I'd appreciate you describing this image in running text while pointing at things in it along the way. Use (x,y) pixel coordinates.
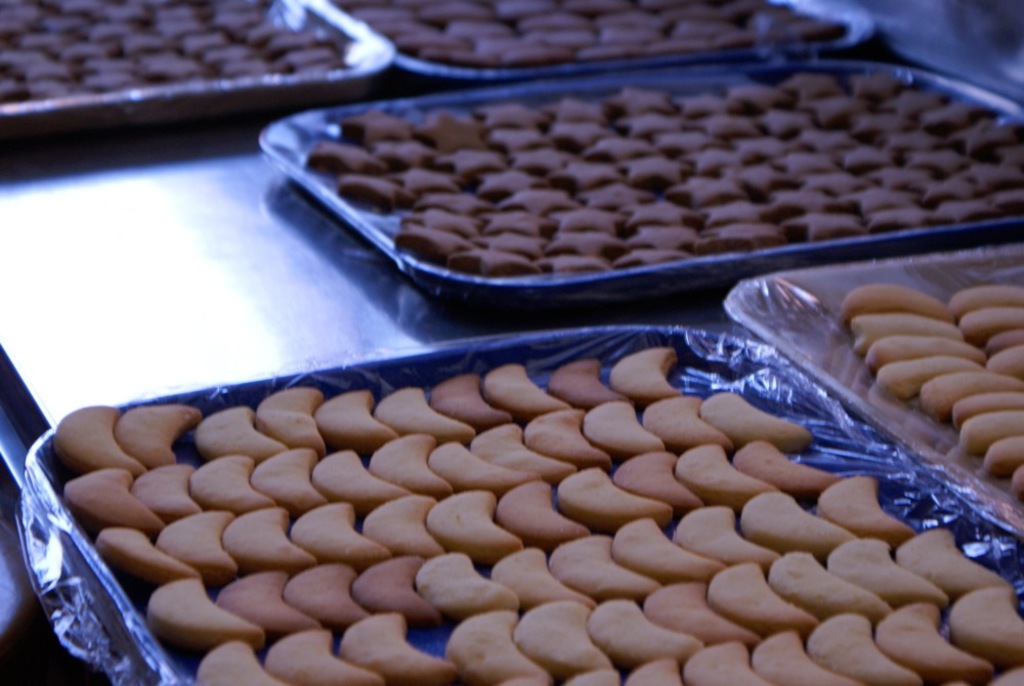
Here there are biscuits (547,598) in the tray (139,599).
